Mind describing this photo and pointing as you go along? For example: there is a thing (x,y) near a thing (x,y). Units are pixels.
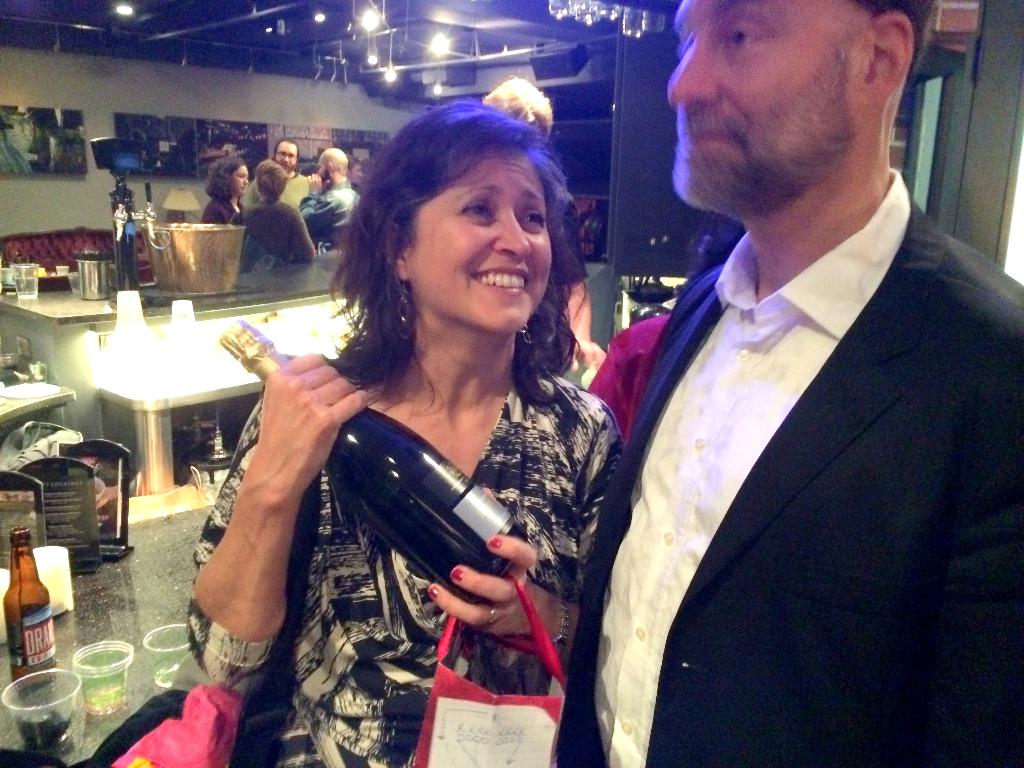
In this image I can see two people (549,412) with black and white color dresses (560,469). I can see one person (317,437) is holding the wine bottle (417,532). To the side of these people (340,555) I can see the glasses (80,656), bottles (13,615) on the grey color surface (129,578). In the background (284,229) I can see few more people (253,255) with different color dresses (264,226). And there are some utensils (117,293) on the surface (96,312). In the background (162,152) there are many boards (193,143) attached to the wall (212,102). I can also see the lights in the top (379,30).
